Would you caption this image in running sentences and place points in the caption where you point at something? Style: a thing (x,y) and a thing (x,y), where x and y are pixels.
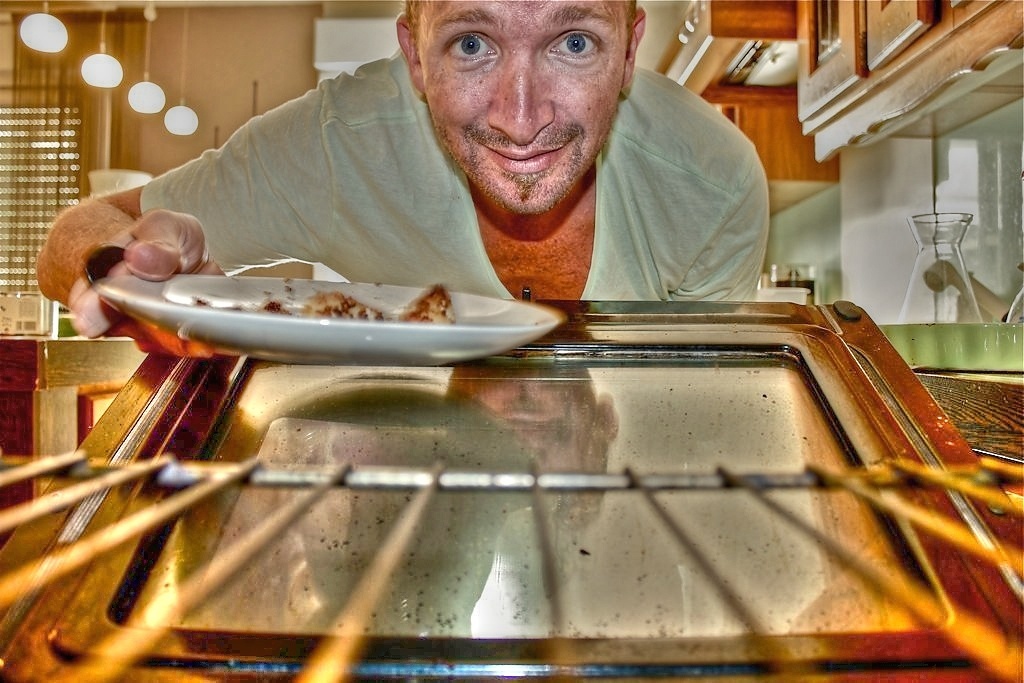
This picture shows a man (464,191) holding a plate (342,316) in his hand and he opened a oven door (695,379) and we see few lights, Cupboards (938,39) and few vessels (960,361) on the counter top (1015,402) and we see blinds (52,197) to the window (66,132).
